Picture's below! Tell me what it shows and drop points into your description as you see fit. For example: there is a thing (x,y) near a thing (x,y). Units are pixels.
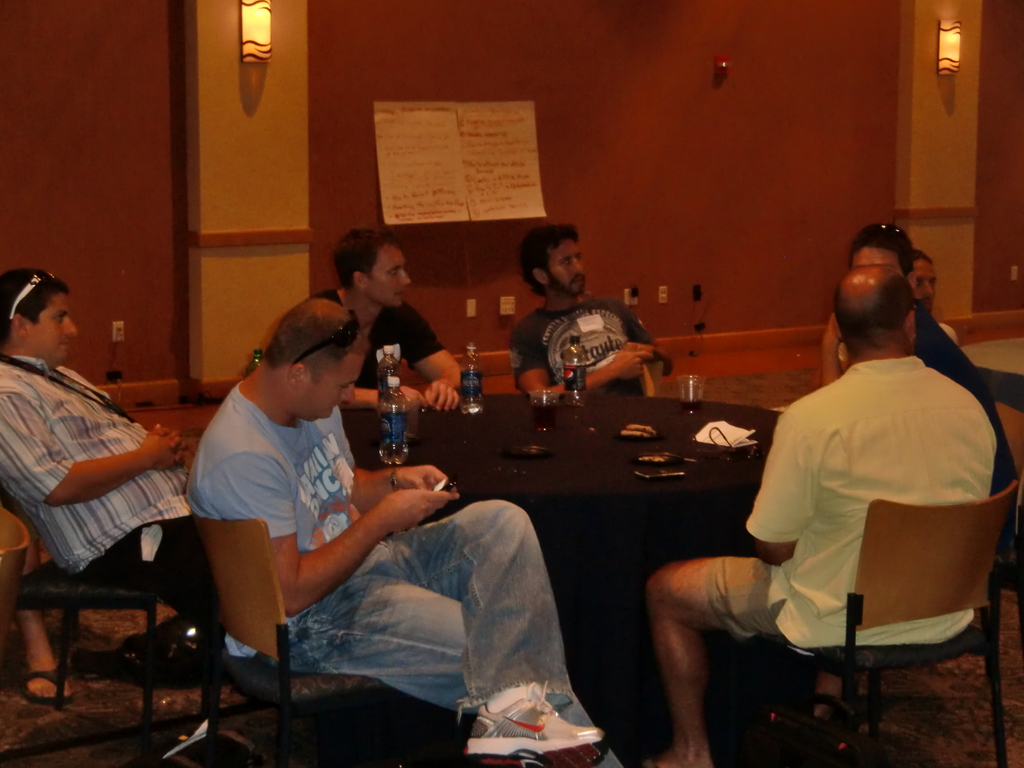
In this image there are few people (315,492) sitting on the chair (269,649). On the table (532,503) there is water bottle (398,431), glass (546,412) and tissues (703,435). In front (390,582) the man (359,488) is holding a mobile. At the background (536,171) we can see a chart paper (438,135) on the wall (615,161).
